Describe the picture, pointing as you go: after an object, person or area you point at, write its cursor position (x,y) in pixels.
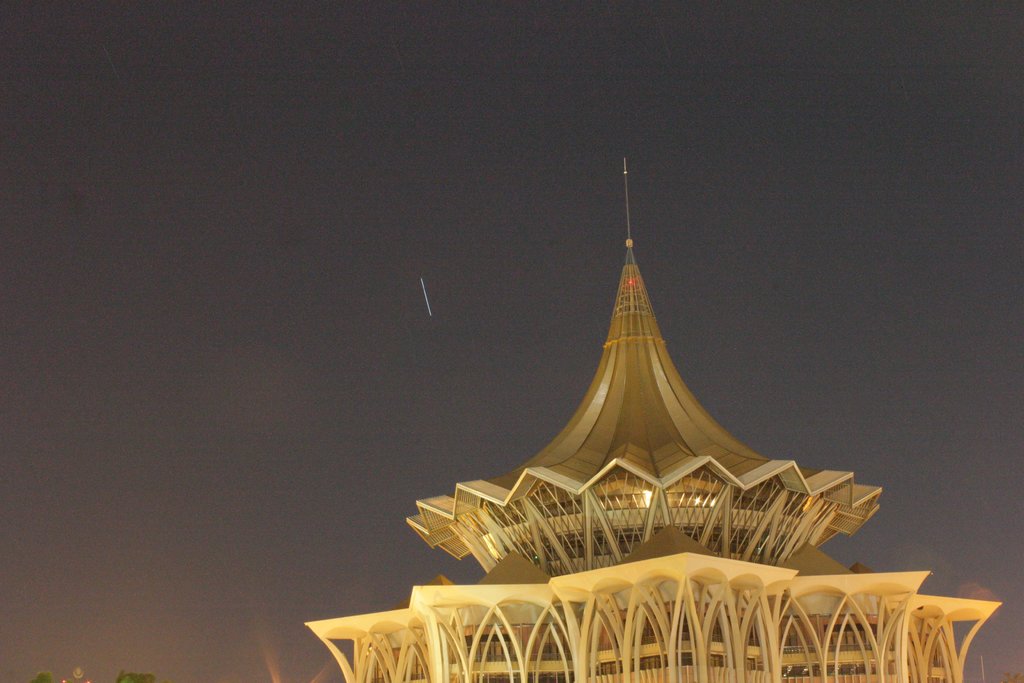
The picture is clicked outside. In the foreground (786,499) we can see a tower (624,387). In the background (265,201) there is a sky (446,268).
